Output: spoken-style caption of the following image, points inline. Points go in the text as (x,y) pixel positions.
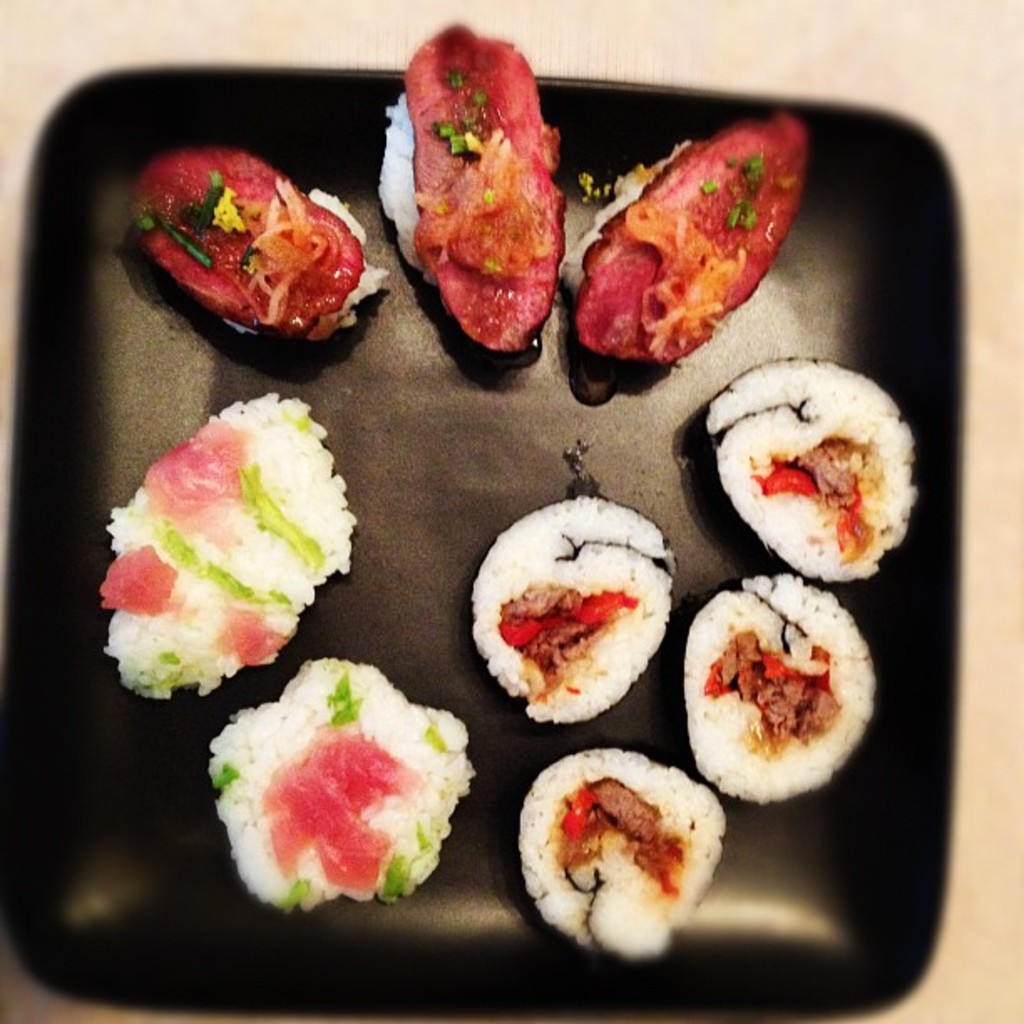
In the picture we can see a black color tray (26,774) on it, we can see some slices of meat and some food item (168,582) in it.
